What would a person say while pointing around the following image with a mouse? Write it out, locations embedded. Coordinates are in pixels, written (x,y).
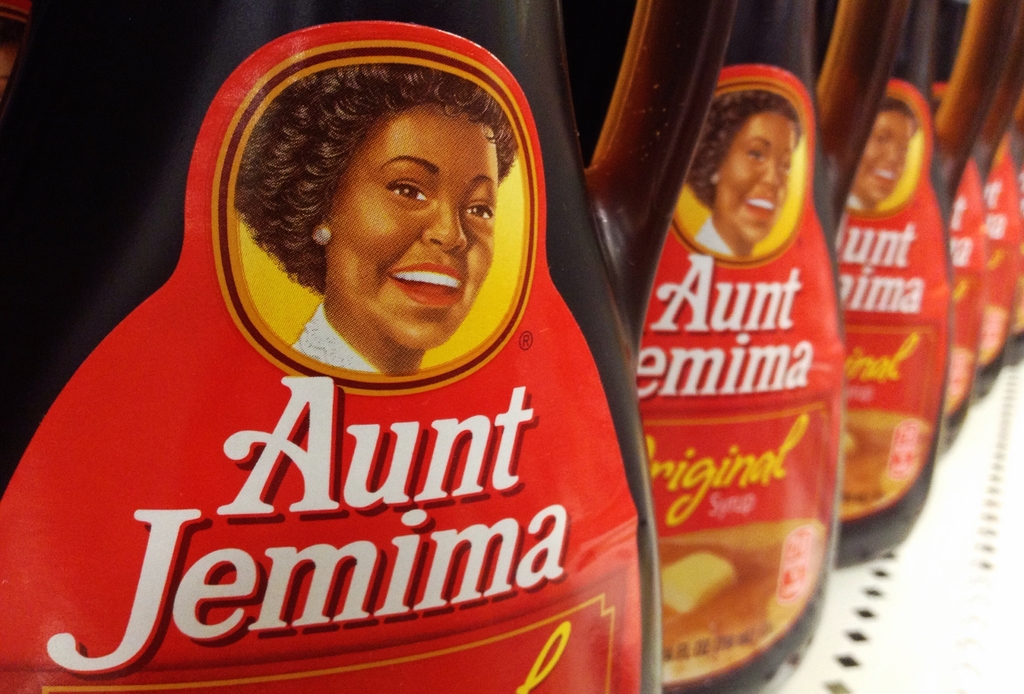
In the image there are many syrup bottles (737,369) and there is a picture (354,277) of a woman (393,330) on the syrup bottles (404,524).
